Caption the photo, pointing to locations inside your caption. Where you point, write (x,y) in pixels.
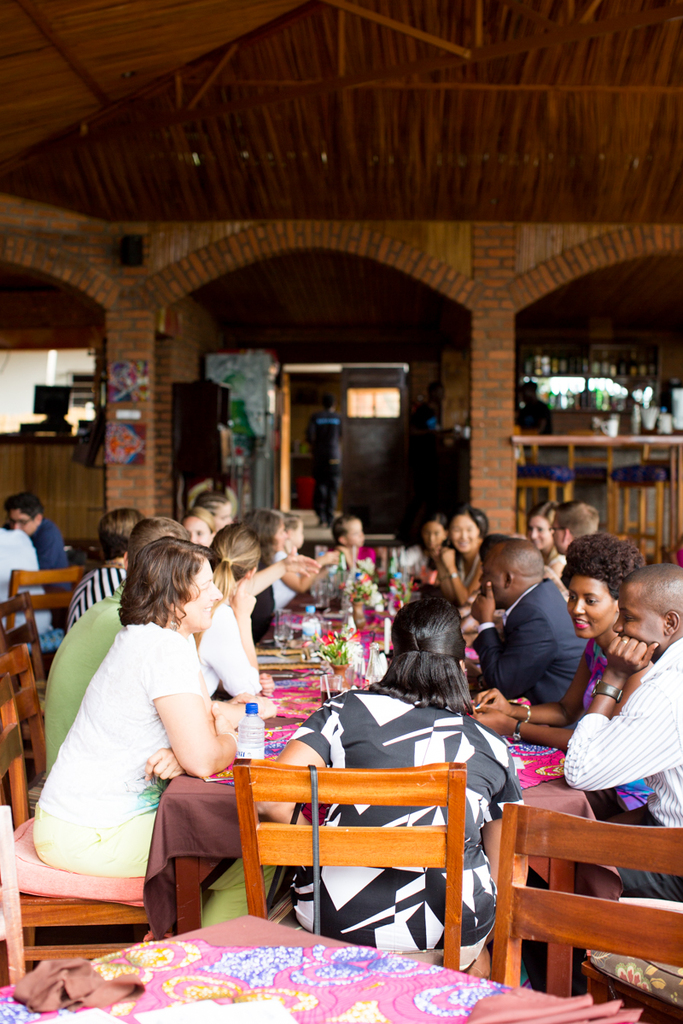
In this picture we can see group of people (285,548) consisting of man (557,667) and woman (93,698) sitting on chair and in front of them there is table (315,688) and on table (299,673) we can see vase (336,667) with flowers (342,660), bottle (252,708), glass (275,643) and in background (250,369) we can see monitor (62,416), person (319,426) standing, refrigerator (267,364), window (381,416), pillars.
